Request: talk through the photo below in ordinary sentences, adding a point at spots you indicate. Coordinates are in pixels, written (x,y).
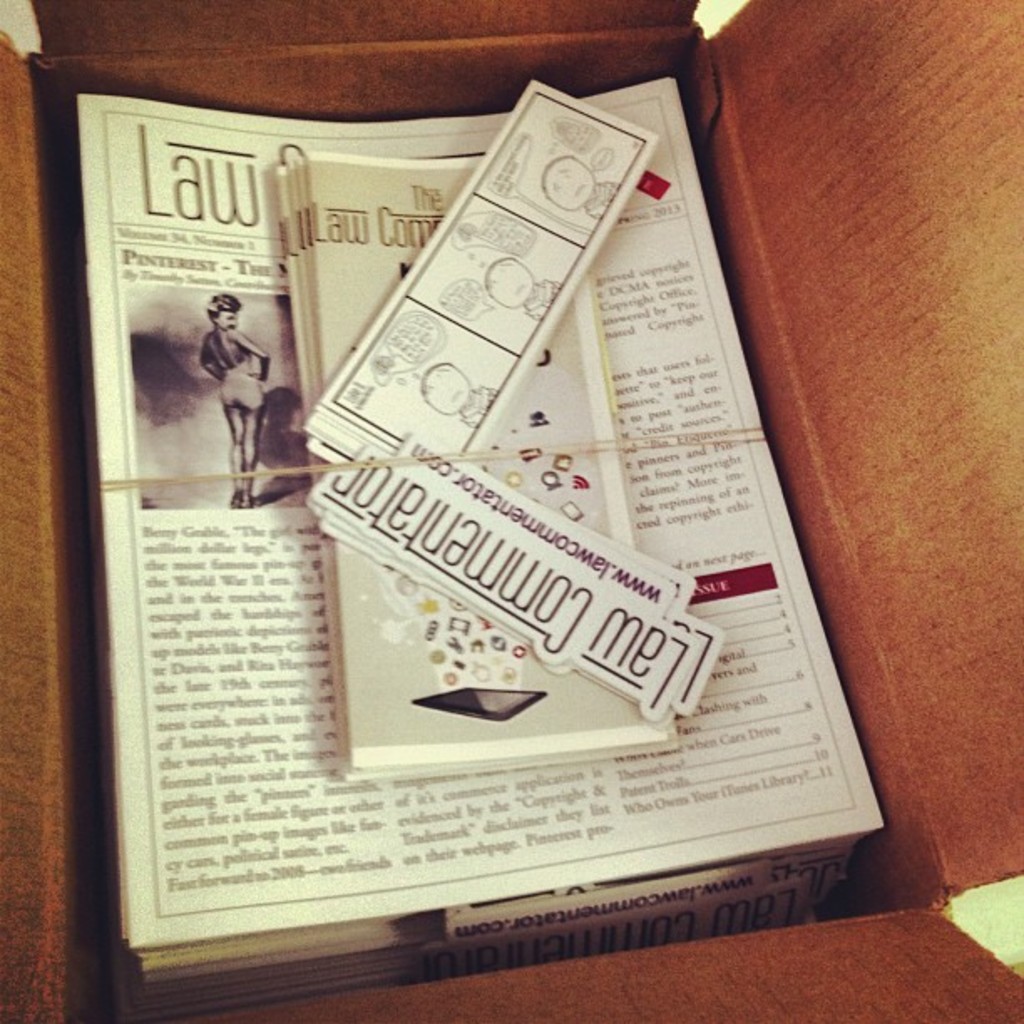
In this image we can see some papers (547,585) with some text (551,611) and pictures (216,319) are tied with a rope (656,447) which are placed in a cardboard box (1007,390).
